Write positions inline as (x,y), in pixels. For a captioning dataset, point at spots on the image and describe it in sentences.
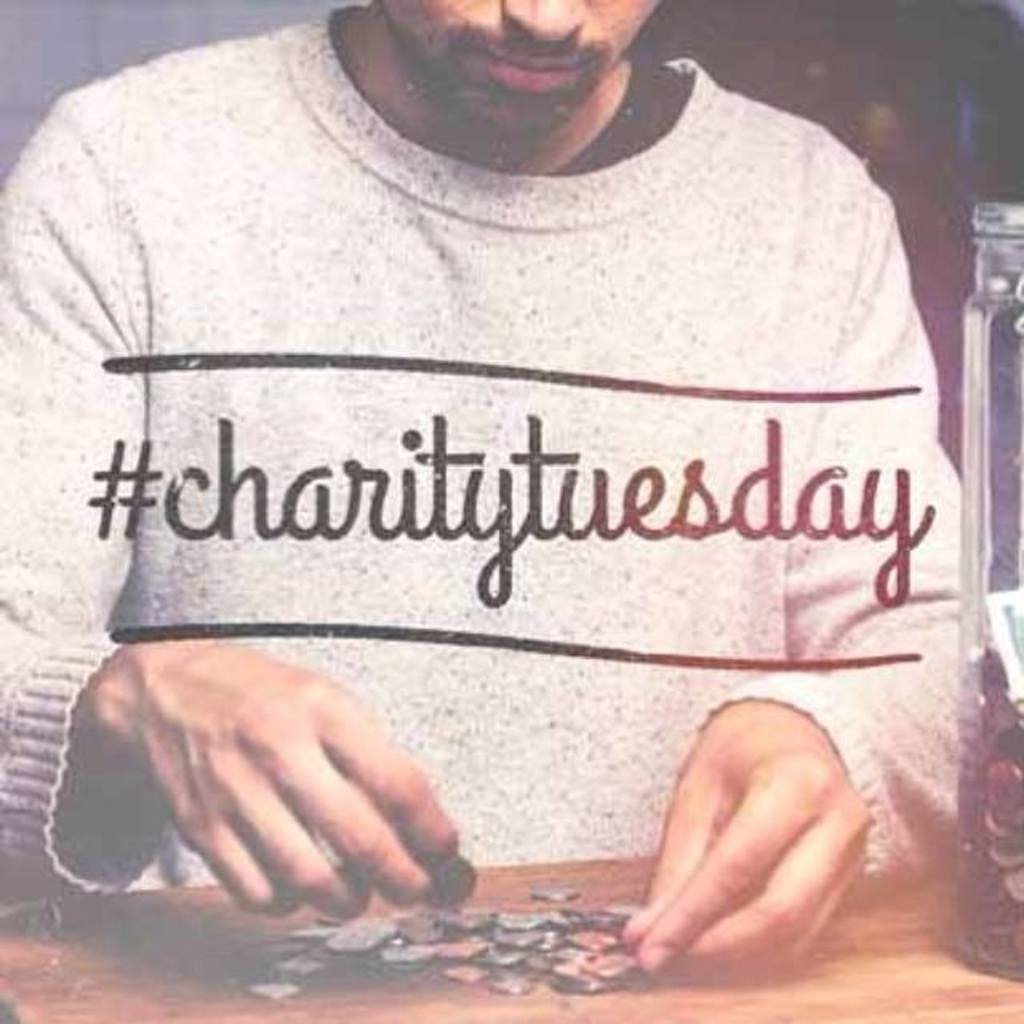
In this image, we can see a person (682,617) holding coins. At the bottom (630,1013), we can see wooden surface (588,1017). On top of that we can see coins (563,928) and jar (994,788) with coin (999,725) and object (1011,656). Background (970,194) there is a blur view.
